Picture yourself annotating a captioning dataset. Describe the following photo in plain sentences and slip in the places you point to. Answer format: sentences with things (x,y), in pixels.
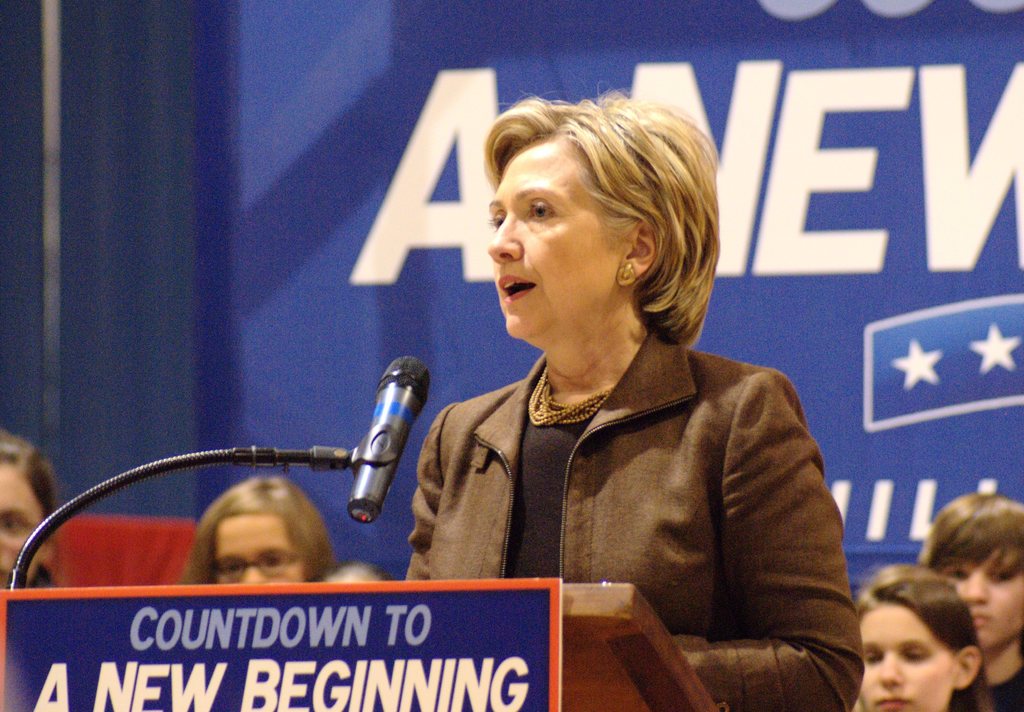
In this image there is a podium (603,686), on that podium (462,590) there is a banner (507,587), on that banner (58,672) there is some text (117,672) and there is a mike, behind the podium (572,628) there a woman (712,626) standing, in the background (890,615) there are people (940,632) and there is a banner (200,39), on that banner (232,43) there is some text (847,161).
